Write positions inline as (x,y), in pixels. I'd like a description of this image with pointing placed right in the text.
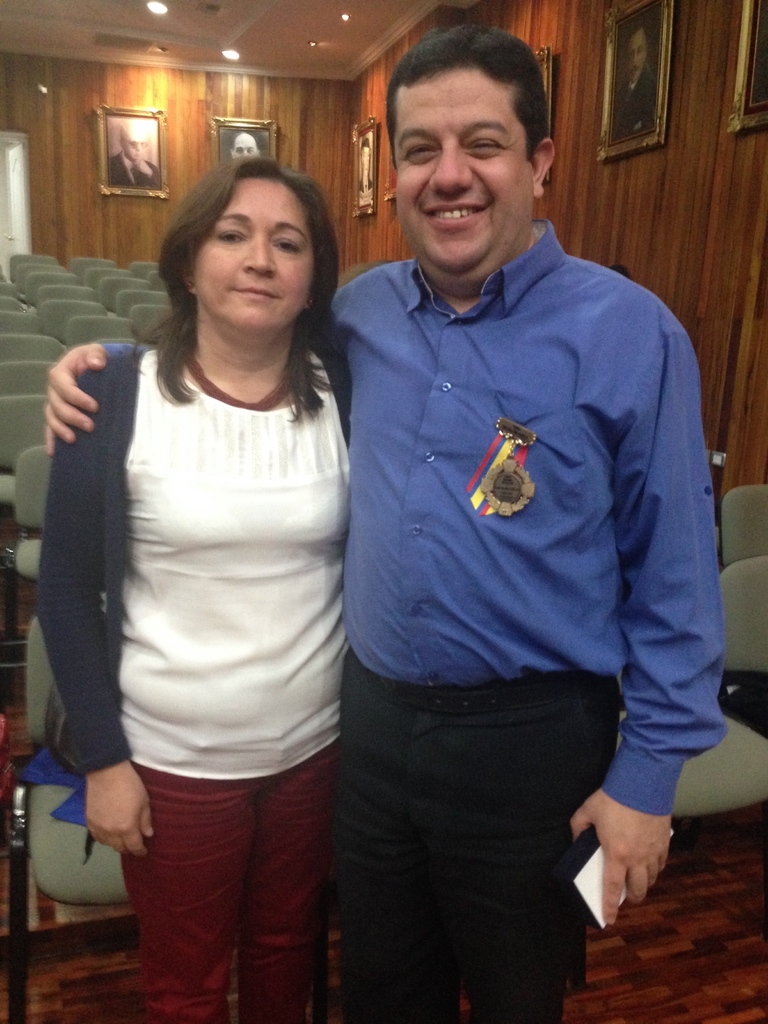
In the foreground of this image (430,601), there is a woman (262,688) and a man (555,661) standing and the man (572,905) is holding an object (596,898) and the woman (173,872) is carrying a bag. In the background (99,310), there are chairs (134,270), lights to the ceiling (238,41) and frames (265,154) on the wall (743,139).
